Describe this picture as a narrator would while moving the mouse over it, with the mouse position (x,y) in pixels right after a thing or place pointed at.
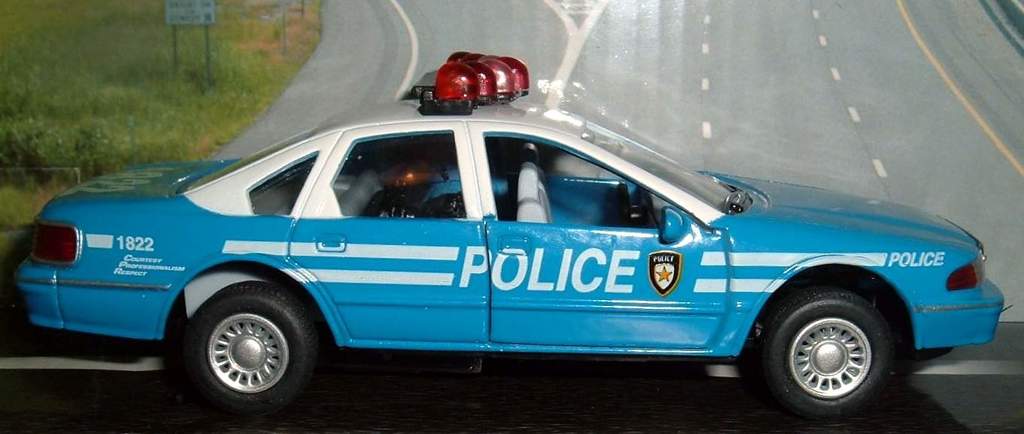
In the image there is a police car (392,203) in front of a poster (894,23) and there is an image of a road (345,70) on that poster (218,73).
